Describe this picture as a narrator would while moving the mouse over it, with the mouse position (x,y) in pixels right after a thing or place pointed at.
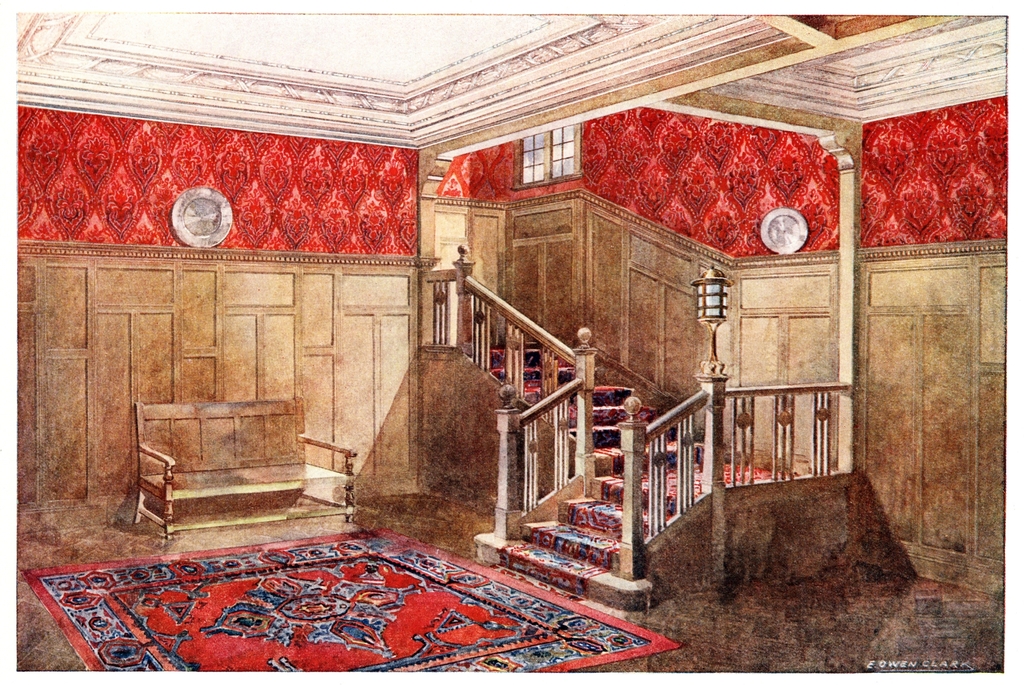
In the picture I can see the red color carpet (220,607) on the floor (158,539), I can see wooden bench (165,527), staircase (629,386), lamps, the wooden wall (247,274) and ventilators (567,155) in the background (477,233).
